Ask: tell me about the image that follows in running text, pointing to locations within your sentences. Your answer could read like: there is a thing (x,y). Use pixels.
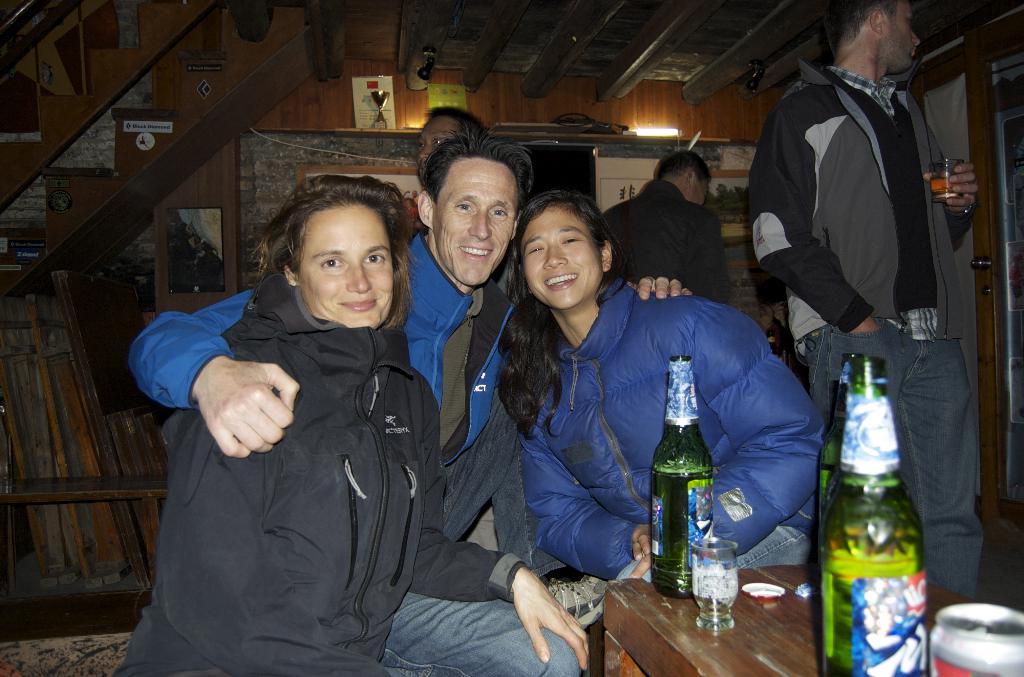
As we can see in the image there are few people (825,182) standing and sitting and there is a table (799,599) on the right side (859,608). On table (781,596) there are glasses (735,573) and bottles (709,494).
